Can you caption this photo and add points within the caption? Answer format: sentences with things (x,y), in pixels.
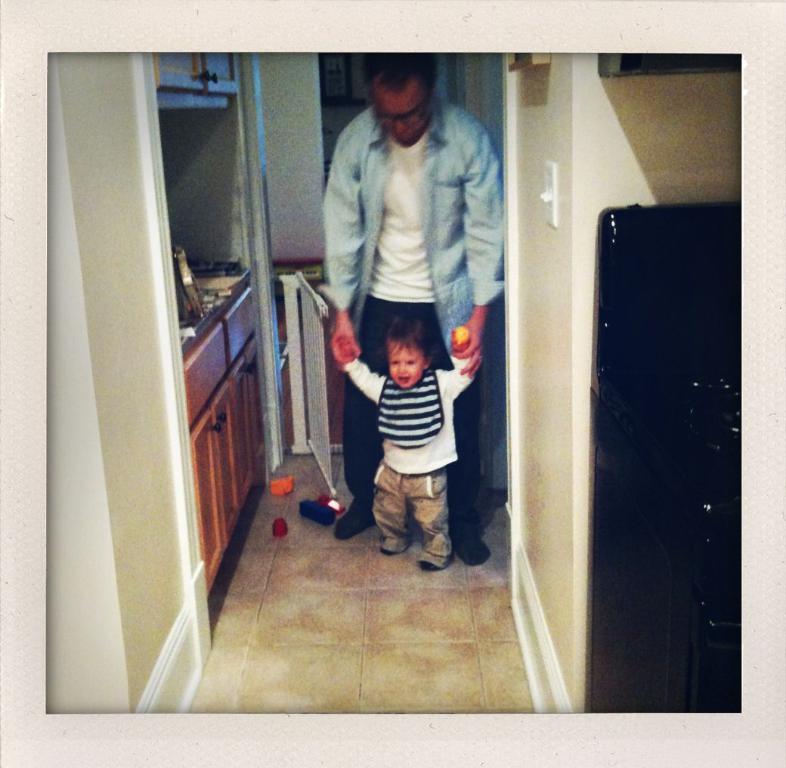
In this image there are two persons (392,266) stand, there is a person (407,393) holding an object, there are objects (315,516) on the floor (309,583), there is a wall (550,420), there are objects (554,204) on the wall (522,237), there is an object (657,354) truncated towards the right of the image (679,368), there are shelves (230,332), there are objects (192,301) on the shelves (241,308).
